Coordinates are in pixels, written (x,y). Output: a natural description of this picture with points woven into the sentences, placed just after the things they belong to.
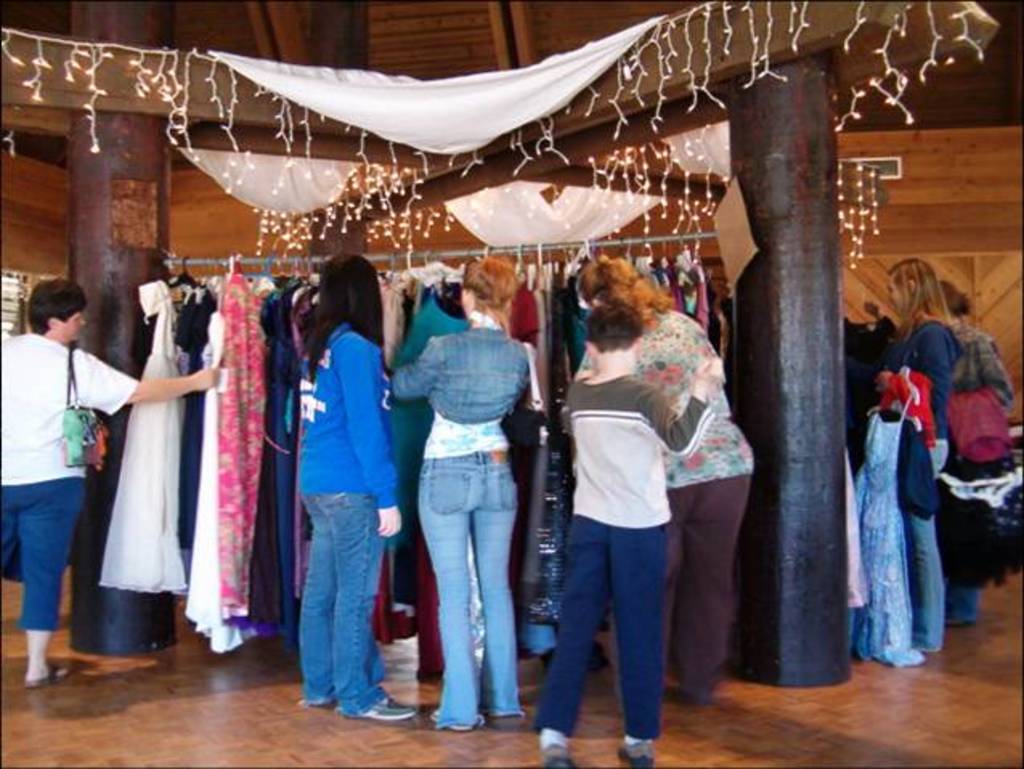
In this image there are persons (302,522) standing in the background (209,459) there are clothes (577,275), pillars (138,254), lighting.
